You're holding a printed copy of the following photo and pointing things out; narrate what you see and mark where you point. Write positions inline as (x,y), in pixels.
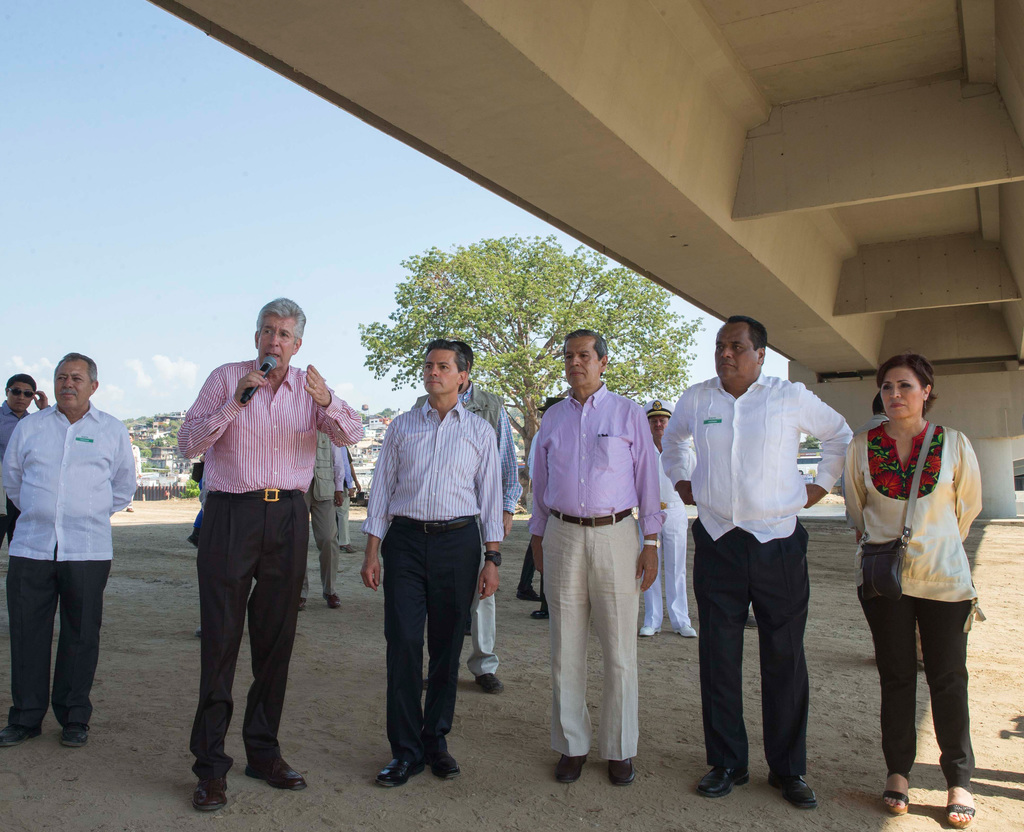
Under this bridge (771,156) this people (727,390) are standing. This man (283,461) is holding a mic (248,388). Background (622,338) there are buildings (363,443) and tree (492,294).
